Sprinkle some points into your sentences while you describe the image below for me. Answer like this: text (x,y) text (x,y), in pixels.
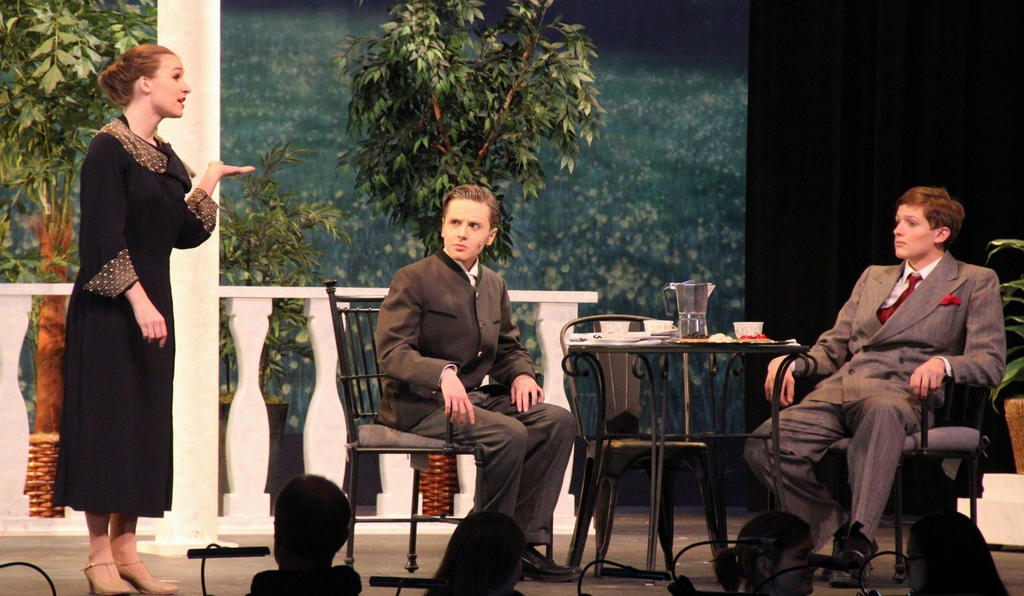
This image consists of a woman (109,215) wearing a black dress (114,358). In the front (828,332), there are two men (901,358) sitting in the chairs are wearing the suits (495,336). In the middle (660,352), there is a table (698,349), on which there are bowls (736,325) and a jug (685,305). In the background (417,145), there are plants (527,154) and a wallpaper (591,186). In the middle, there is a railing (258,434) in white color. At the bottom (196,589), there is a floor (9,553).
